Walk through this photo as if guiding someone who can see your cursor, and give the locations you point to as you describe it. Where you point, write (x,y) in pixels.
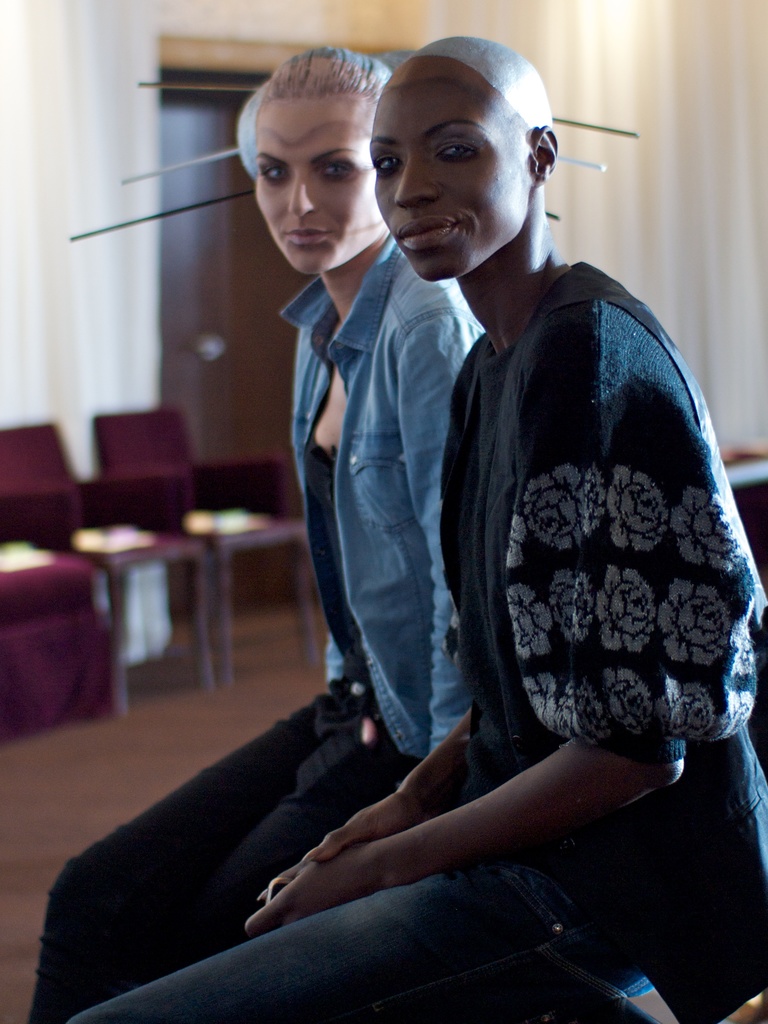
In the image we can see in front (418,662) there are two women (415,672) sitting in front (129,877) and they are wearing jackets (444,560). Behind there are maroon colour chairs (68,690) kept on the floor (173,680).
